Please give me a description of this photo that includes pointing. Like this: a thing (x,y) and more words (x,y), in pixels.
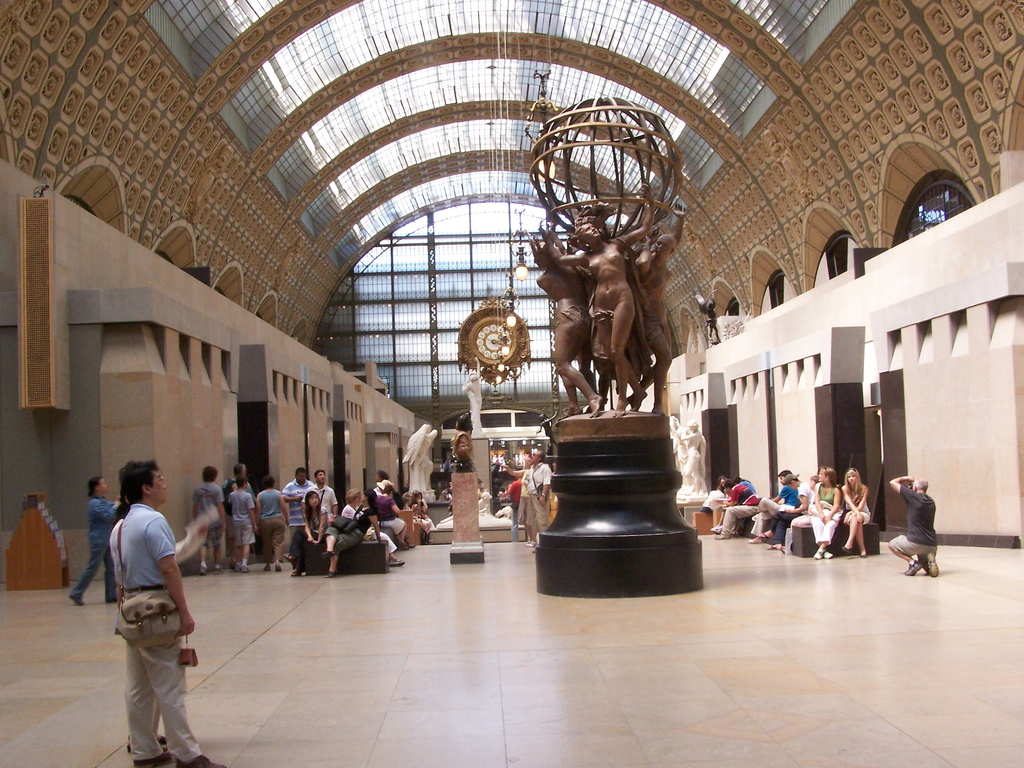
In the picture we can see a palace (936,304) inside it we can see a sculptured statue (605,420) of some people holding a globe (563,175) and on the floor (254,607) we can see some people (528,516) are walking and some are sitting on the benches (810,553) on the floor (464,605) and the walls (528,205) are designed.
